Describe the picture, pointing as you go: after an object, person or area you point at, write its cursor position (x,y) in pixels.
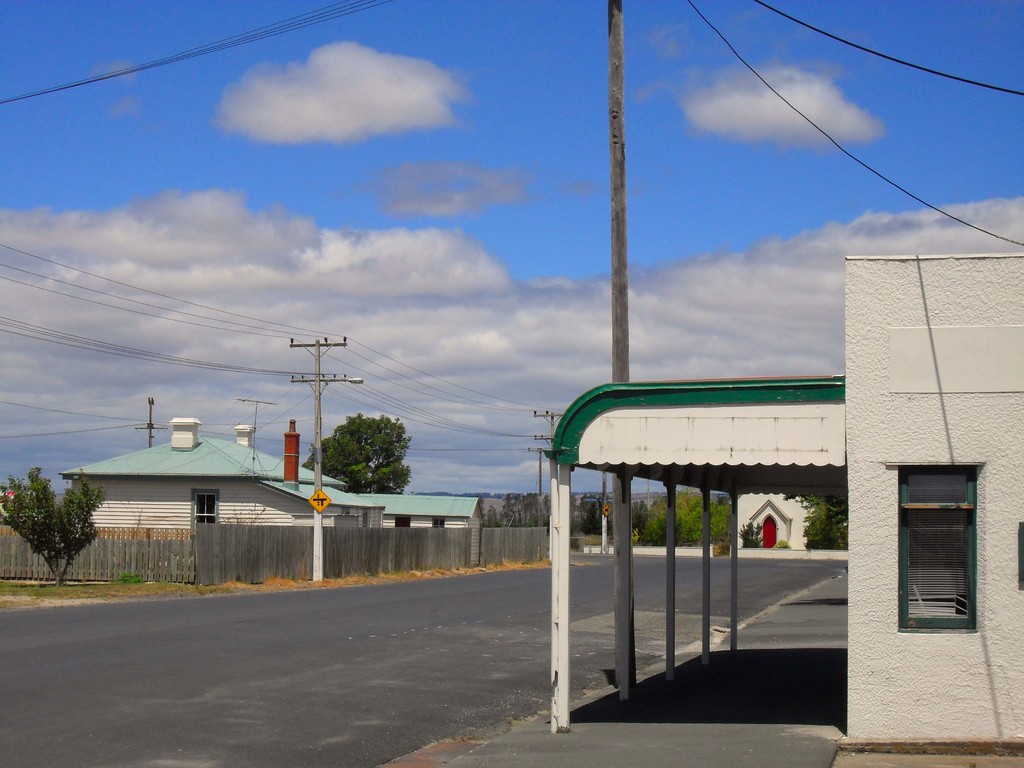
In this image there is road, there are houses (270,500), there is tree (364,460), there is plant (74,522), there is pole (318,540), there are wires (159,306), there is street light (349,379), there are clouds (422,214) in the sky (403,145).
